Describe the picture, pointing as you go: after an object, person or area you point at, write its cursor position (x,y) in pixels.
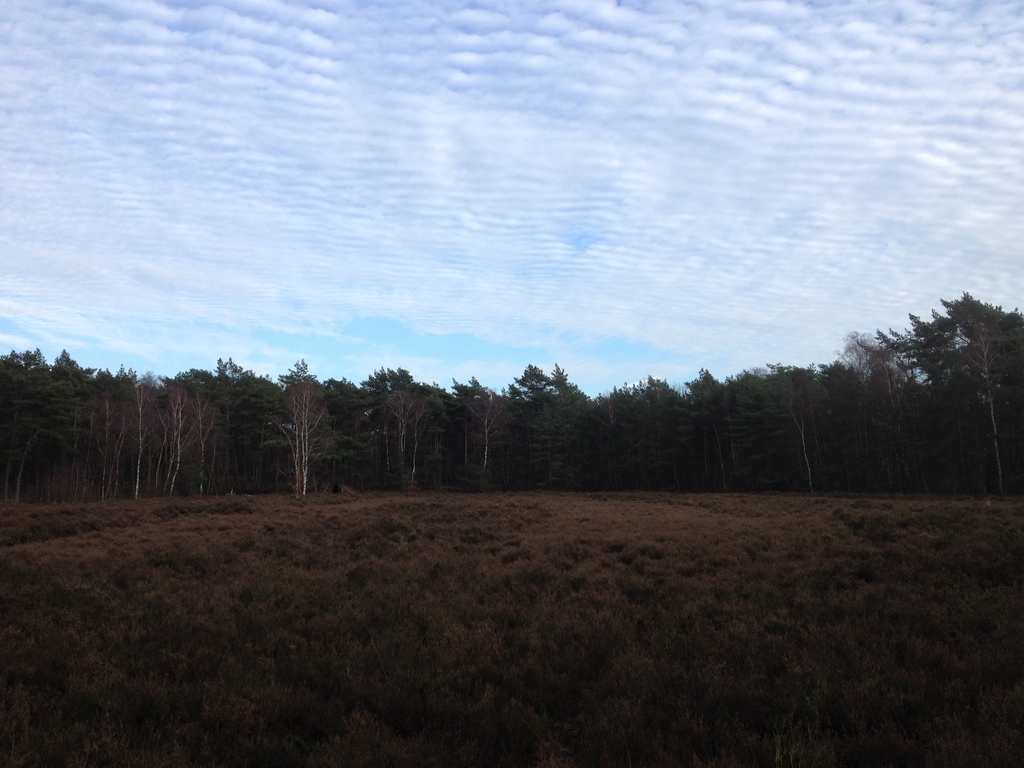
In this image, we can see some grass (724,599). There are trees (535,447) in the middle of the image (568,452). There is a sky (501,389) at the top of the image (464,106).
